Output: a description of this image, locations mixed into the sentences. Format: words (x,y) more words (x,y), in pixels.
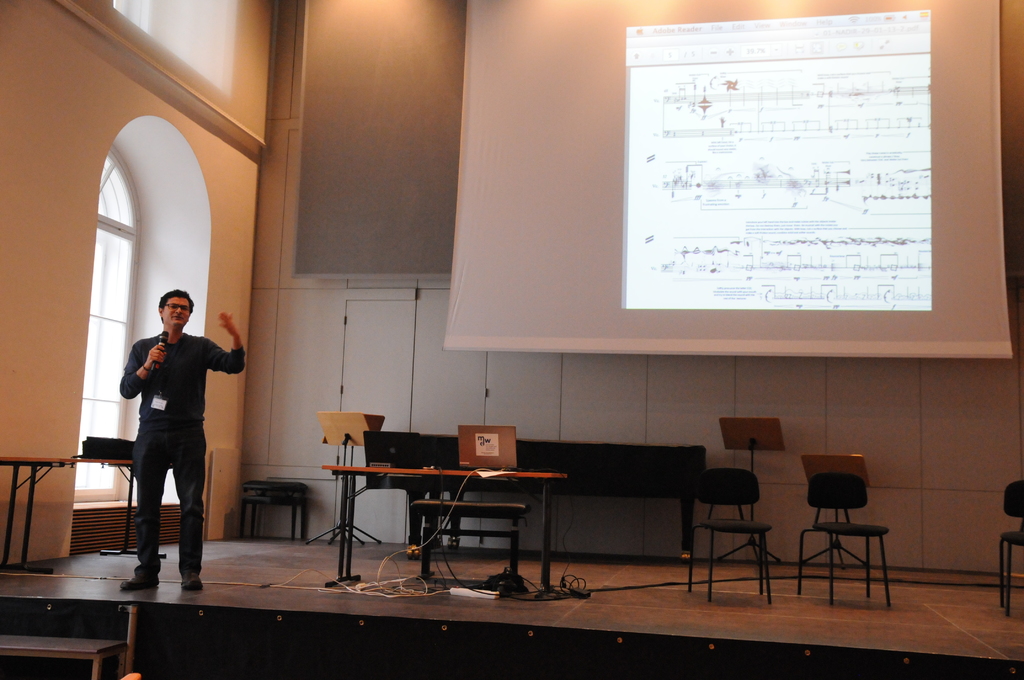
Person (172,432) is standing holding microphone (164,344), this is door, this is table (459,478) and a chair (708,524) and in the back (653,265) there is screen (619,254), these are cables (562,581).
